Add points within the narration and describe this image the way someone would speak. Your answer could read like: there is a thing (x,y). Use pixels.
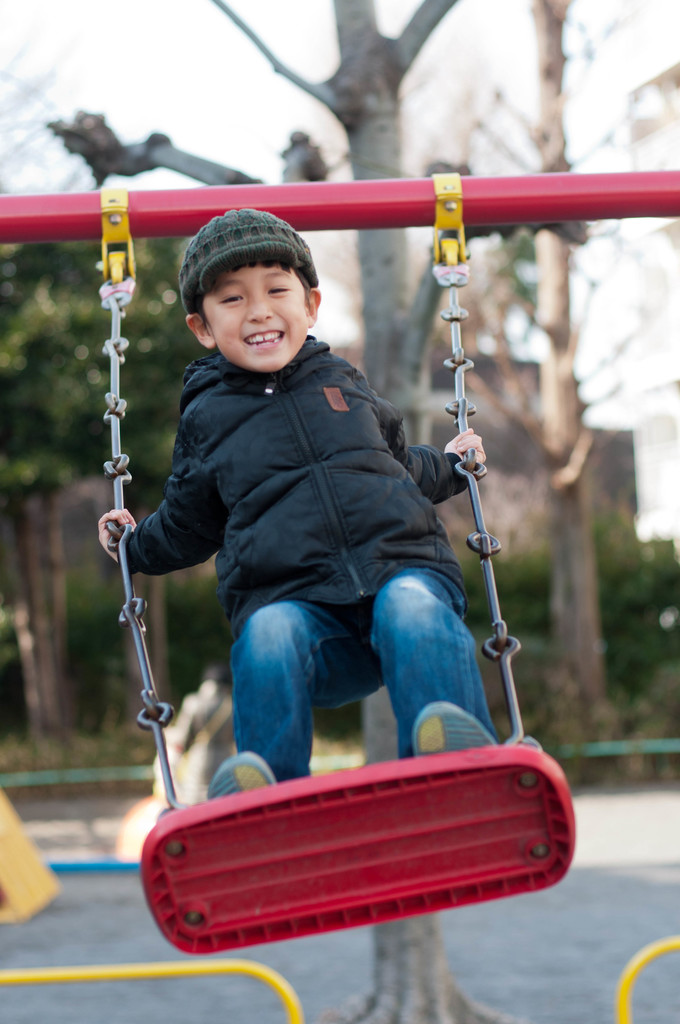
In the middle of this image (259,527), there is a child (247,319) in black color coat (296,440), smiling on a swing (455,774) and holding two chains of the swing (443,776). These chains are attached to a red color pole (156,202). And the background (580,83) is blurred.
